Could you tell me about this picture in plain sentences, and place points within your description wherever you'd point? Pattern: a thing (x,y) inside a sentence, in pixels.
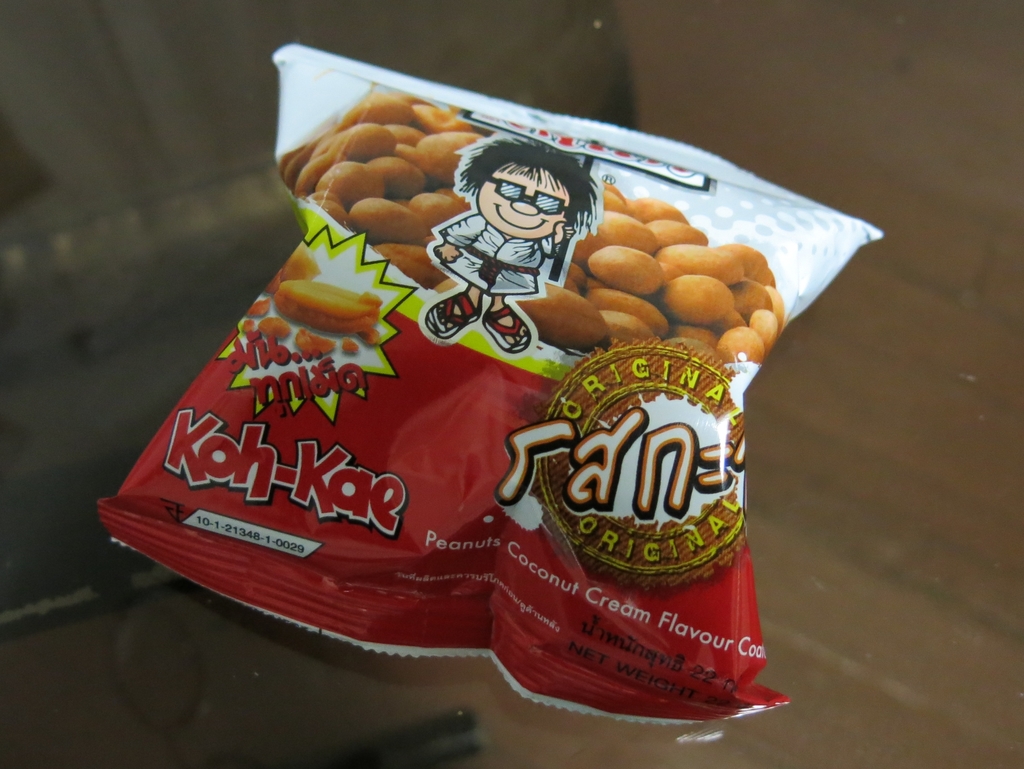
Here I can see a food packet (455,283) on which there is some text (262,428) and a cartoon image (492,279). This is placed on a glass (878,426).
